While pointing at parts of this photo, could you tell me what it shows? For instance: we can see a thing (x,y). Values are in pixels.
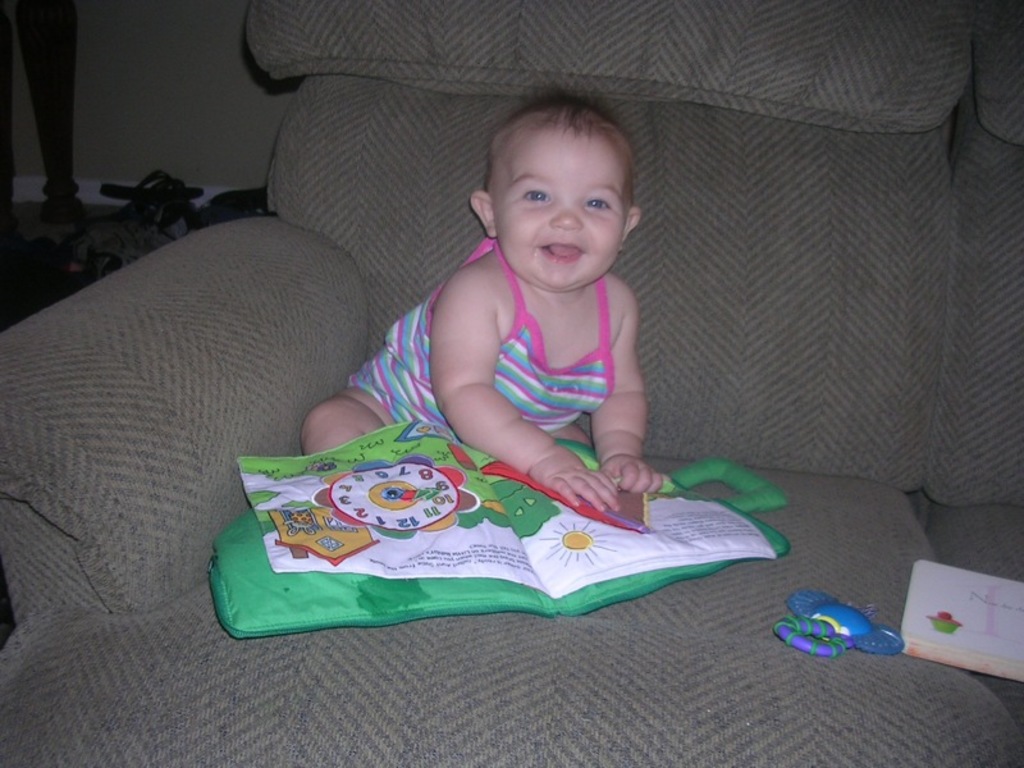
In this image there is a kid (424,383) sitting on the sofa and laughing. In front of the kid (451,385) there is a book (383,539). On the right side (843,627) there is a toy (826,629) and a book (925,609). On the left side (154,212) there are slippers (157,201) on the floor (27,207).
